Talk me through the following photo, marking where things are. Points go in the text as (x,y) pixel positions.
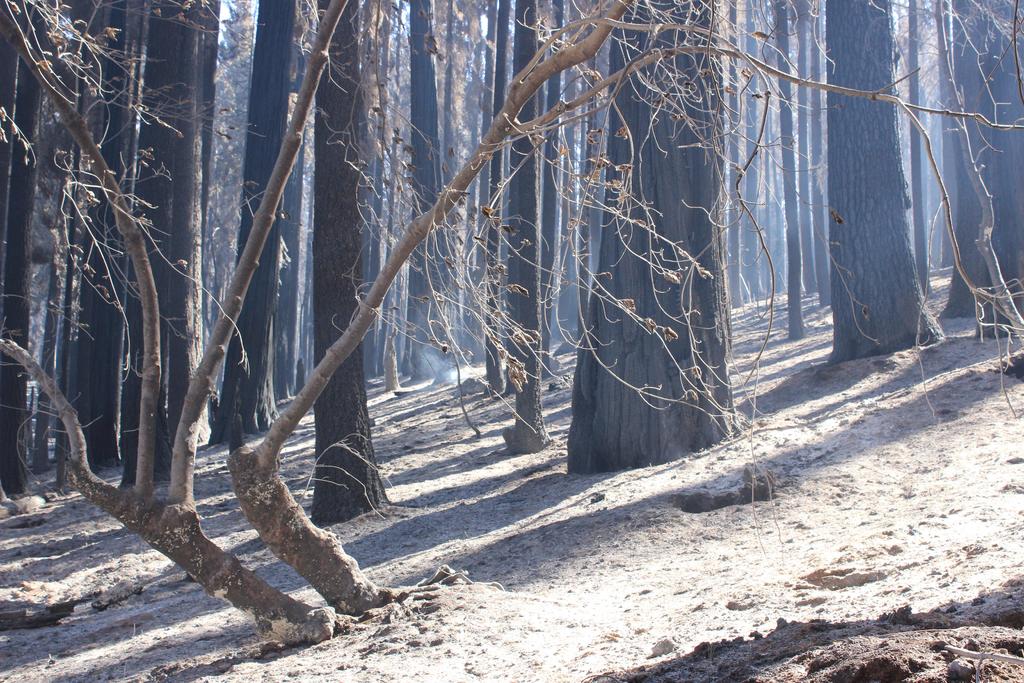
In this image I can see many trees (578,440) on the ground (600,598).
